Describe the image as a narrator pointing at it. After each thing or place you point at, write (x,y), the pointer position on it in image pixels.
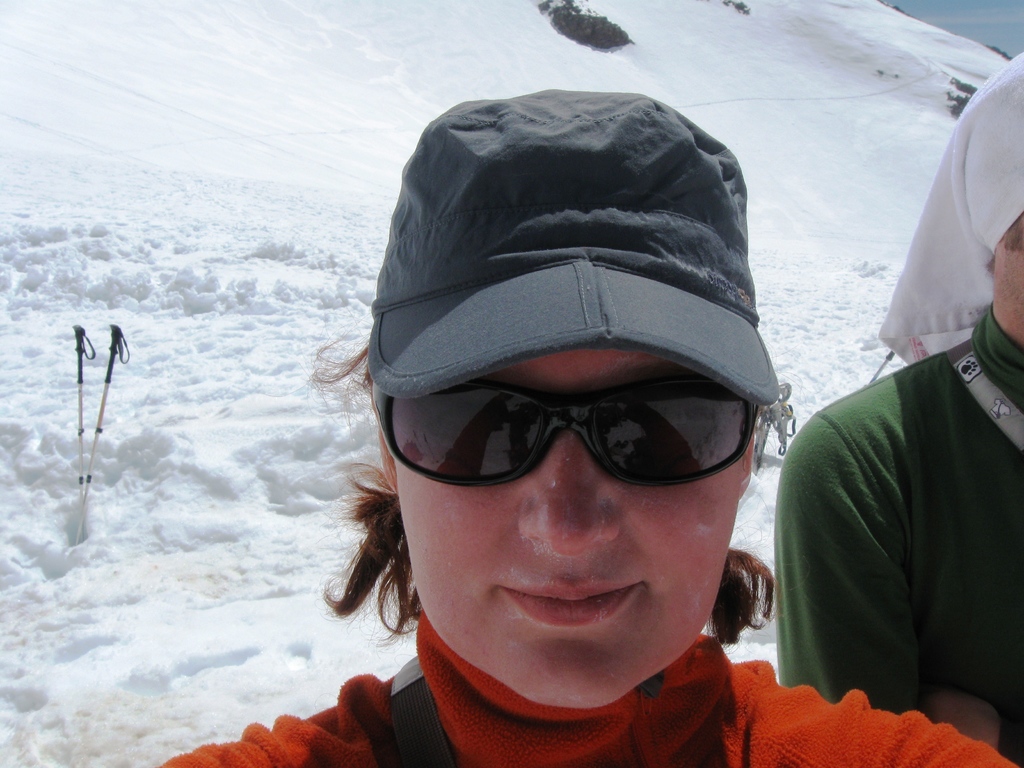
In this picture there is a girl (636,536) wearing black sunglasses (713,386) and looking into the camera. Behind there is a snow (207,173) on the ground (27,479) and two ski sticks (117,340).
